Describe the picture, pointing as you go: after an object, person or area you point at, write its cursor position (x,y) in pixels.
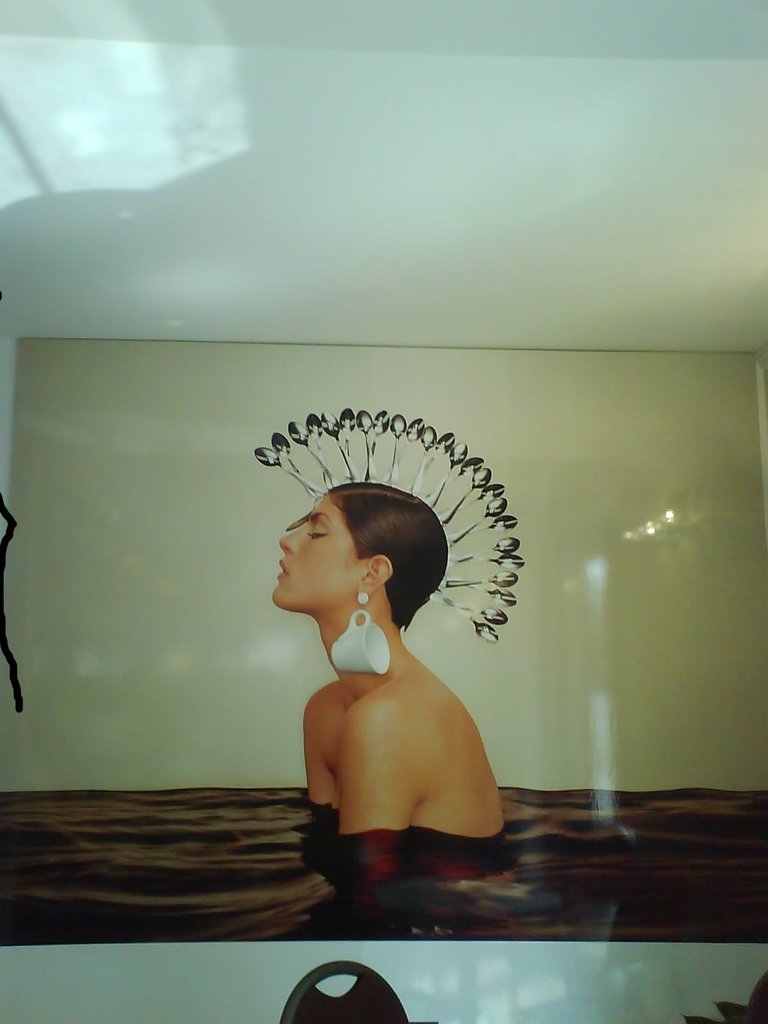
In this image there is a photo frame (252,560) attached to the wall (308,253). On the frame (353,721) I can see a woman (400,688) facing towards the left side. There is a crown (466,561) on her head (360,510) which is made up of spoons (471,526). At the bottom (305,984) there is a chair (355,987).
